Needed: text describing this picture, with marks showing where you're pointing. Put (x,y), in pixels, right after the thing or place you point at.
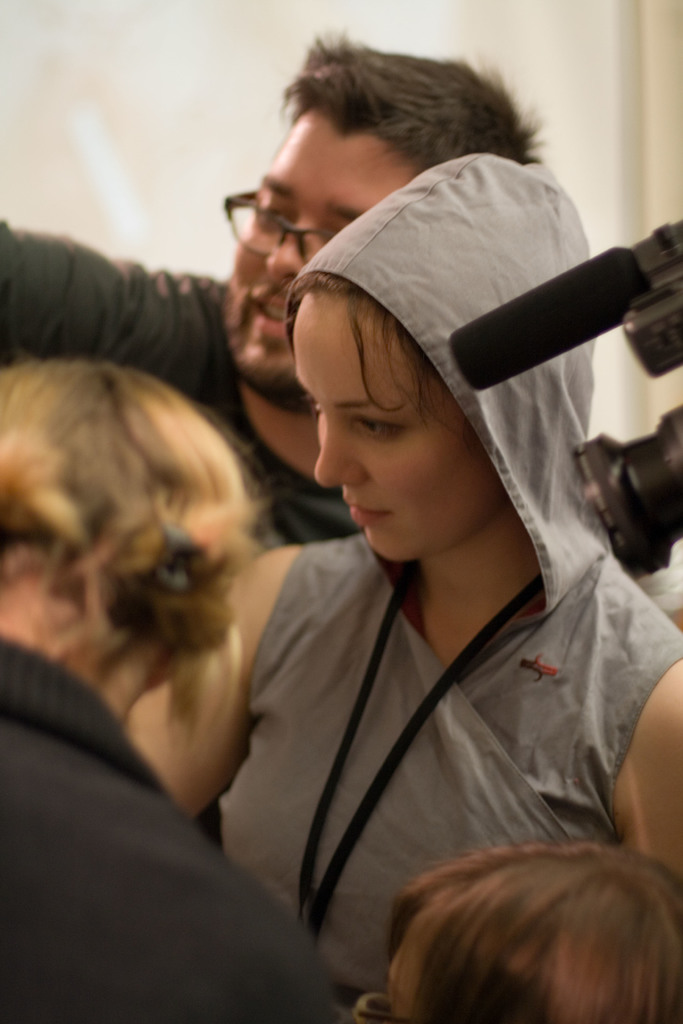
In this picture we can see a group of people (385,521) standing and on the right side of the people (349,472) there is a camera (639,444) with a microphone (559,288). Behind the people (416,291) there is a wall (600,49).
